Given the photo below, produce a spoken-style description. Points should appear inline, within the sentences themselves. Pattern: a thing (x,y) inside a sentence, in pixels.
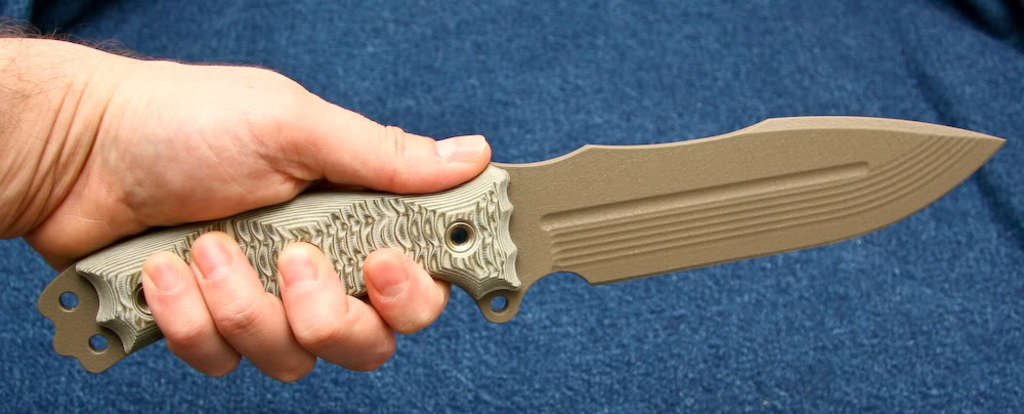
In this image I can see a person (403,139) holding a knife (620,150).
